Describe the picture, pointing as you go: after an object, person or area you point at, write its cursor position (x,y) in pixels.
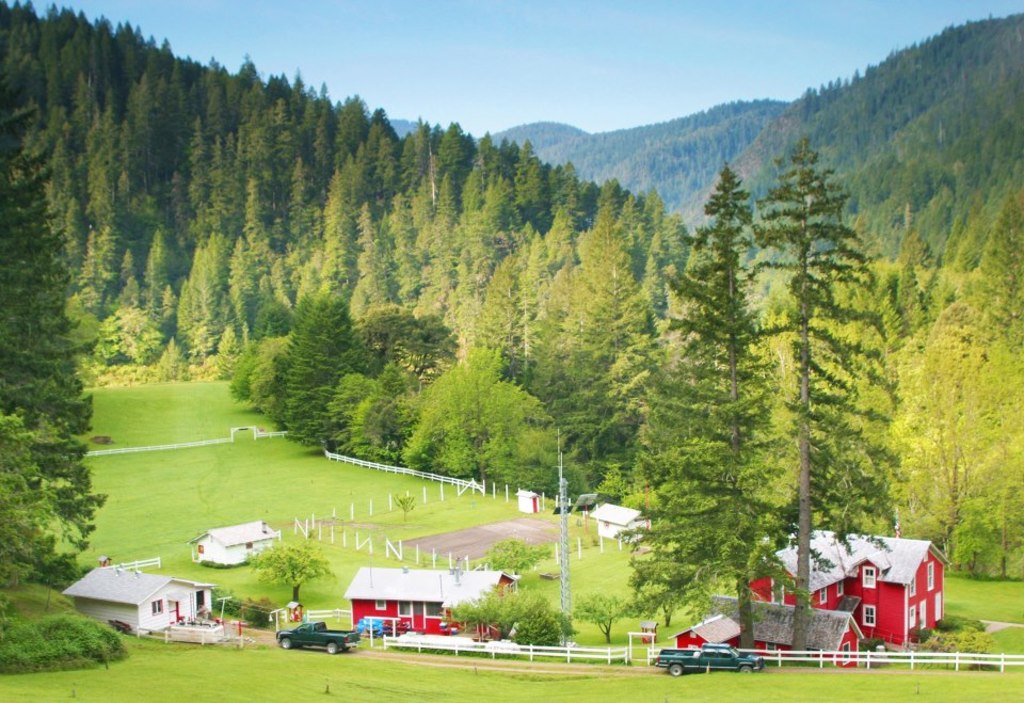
There are many buildings (140,582) with windows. Also there are vehicles (344,630) and fencing (408,641). On the ground (244,647) there is grass (270,447). In the background (383,322) there are trees (404,236) and sky (422,63).
